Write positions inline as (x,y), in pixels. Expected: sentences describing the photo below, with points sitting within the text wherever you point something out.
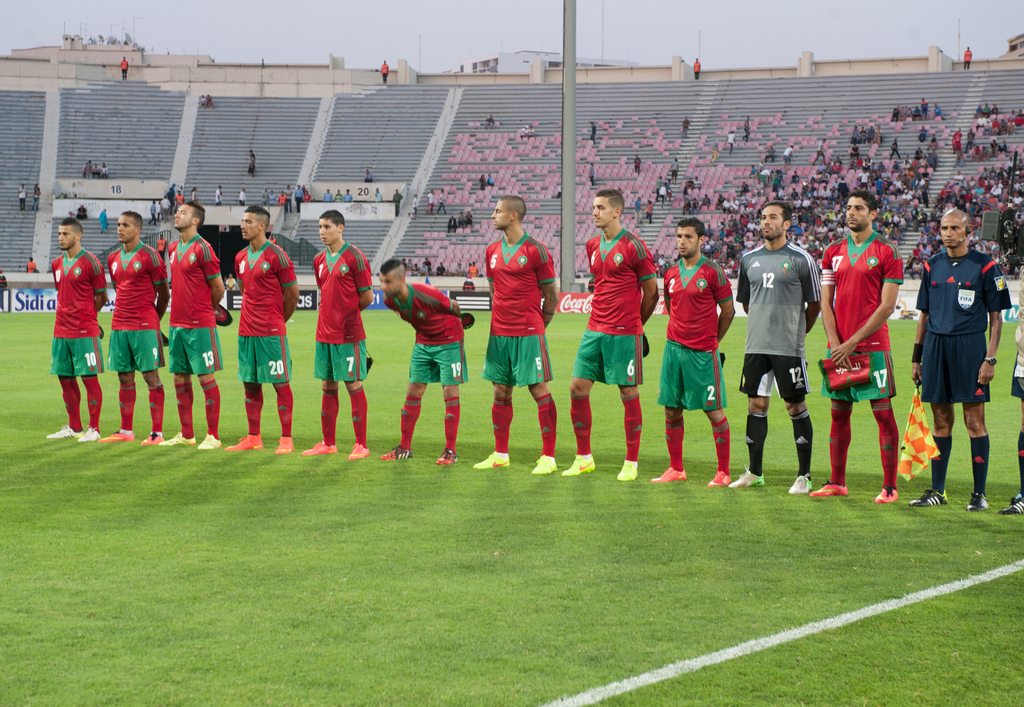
In this image we can see a group of people (335,399) standing on the ground (303,412). One person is holding a flag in his hand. In the background (819,229), we can see a pole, staircase (423,167), group of audience (798,198) and the sky (446,26).
